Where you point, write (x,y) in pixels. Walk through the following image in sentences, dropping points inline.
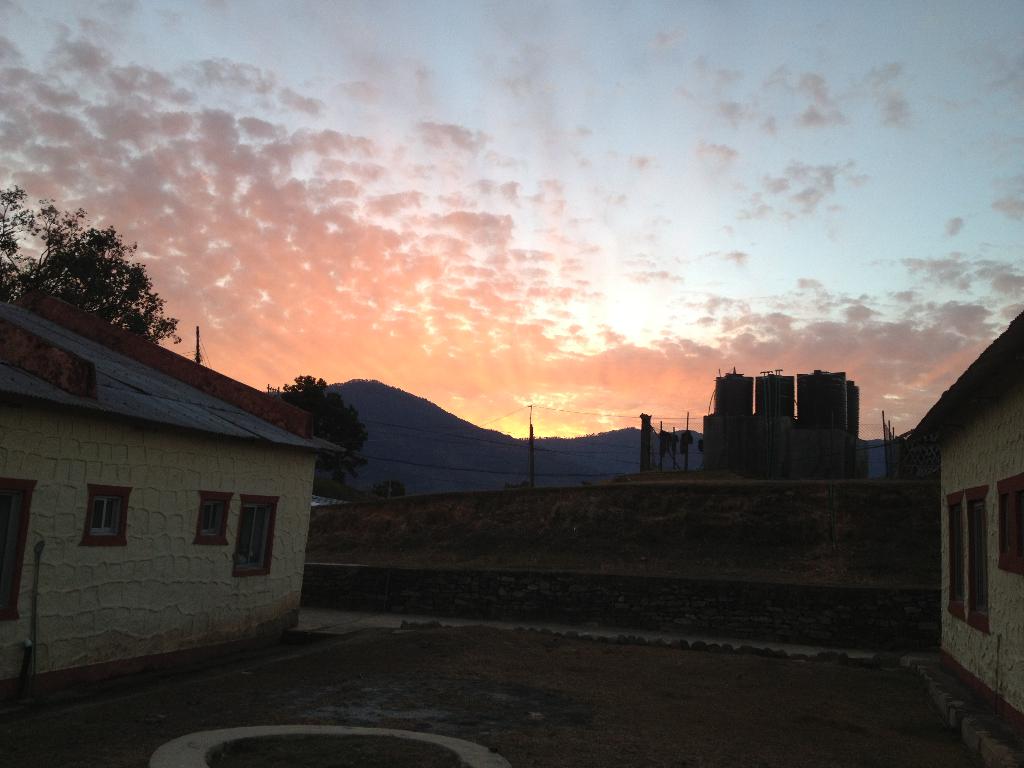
In this image there are two houses (970,636) on right side (988,636) and left side (227,627), in the middle (668,512) there is a land (588,661) in the background (441,448) there are mountains (513,452), trees (314,395) and blue sky (629,216).
